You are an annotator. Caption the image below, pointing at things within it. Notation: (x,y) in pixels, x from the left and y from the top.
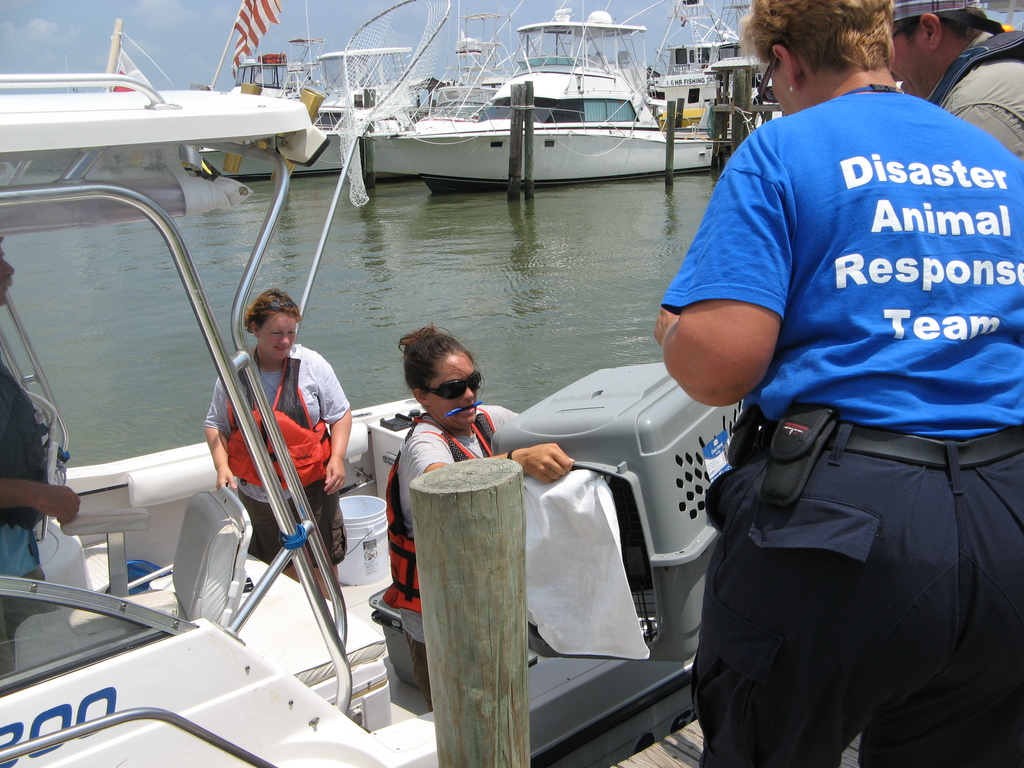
In this image I can see water (341,277) and on it I can see number of boats (20,169). I can also see 5 persons (6,293) where two are standing on the right side of this image (745,396) and three are standing on the boat (189,731). In the background (395,2) I can see the sky (194,38) and I can also see a flag (234,57) on the top left side of this image (254,26). In the center of this image (455,480) I can see few wooden poles (744,89) in the water (247,226).
